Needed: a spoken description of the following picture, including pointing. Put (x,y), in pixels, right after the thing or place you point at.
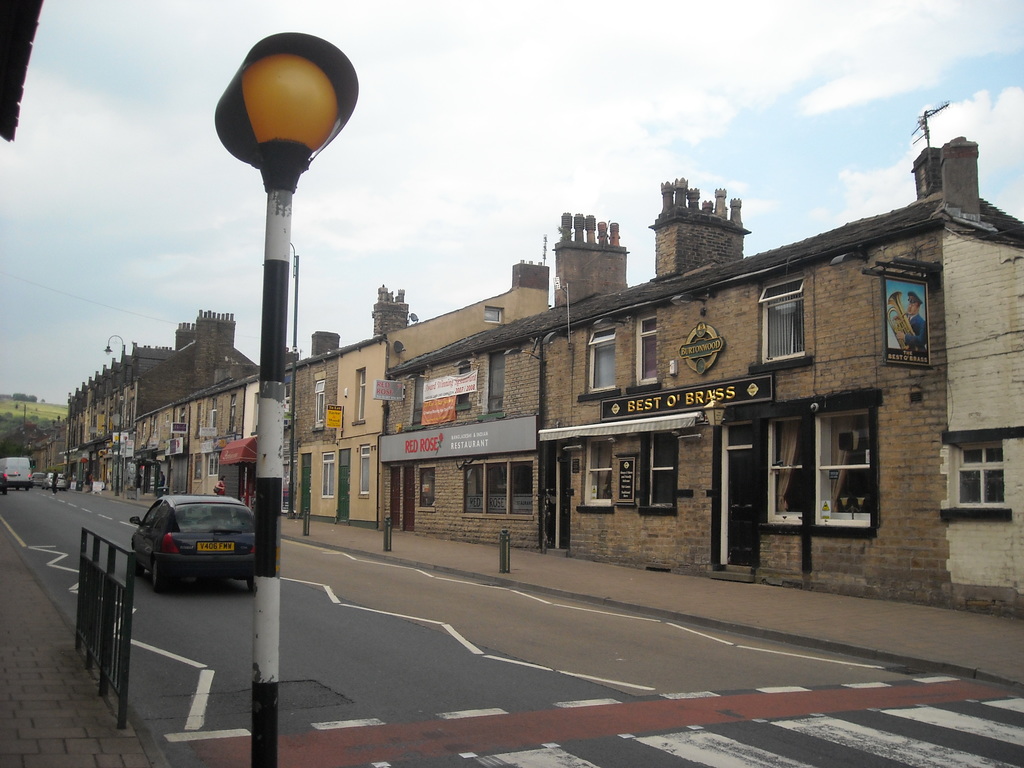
In this picture there are vehicles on the road (392,604). There are buildings (699,431) and there are boards (497,431) on the buildings (396,497) and there are trees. In the foreground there is a pole (243,117) and there is a railing (124,604) on the footpath (85,684). At the top (655,112) there is sky (680,112) and there are clouds (488,192). At the bottom (535,677) there is a road (793,678).
